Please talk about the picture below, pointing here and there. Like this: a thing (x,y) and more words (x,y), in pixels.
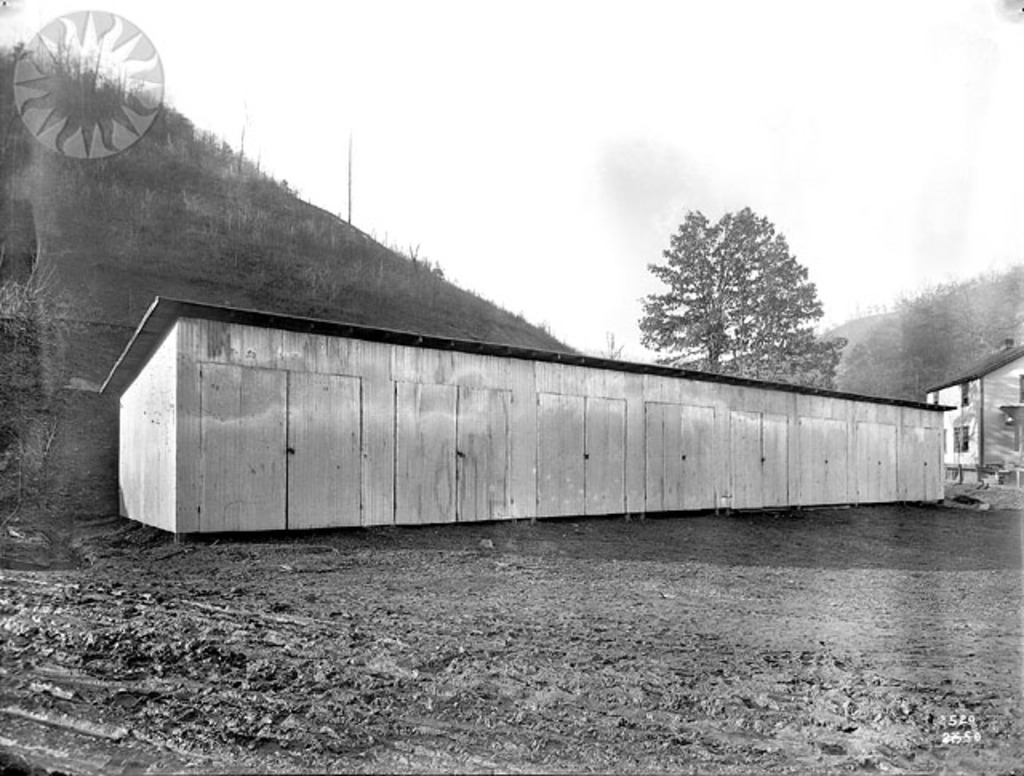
In this picture I can see a house (987,452) on the right side (948,431). In the middle (441,387) it looks like a shed (490,490), in the background (384,262) there are trees (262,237) and hills (344,249), At the top (581,171) I can see the sky (555,140), in the top left hand side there is the water mark (128,114), this image is in black and white color.
